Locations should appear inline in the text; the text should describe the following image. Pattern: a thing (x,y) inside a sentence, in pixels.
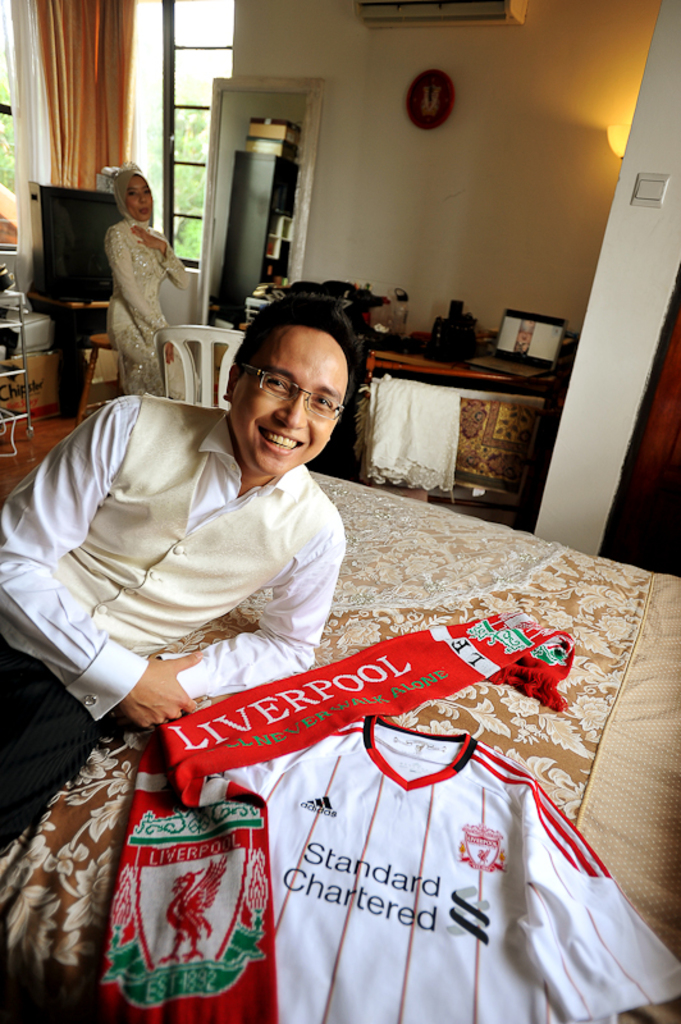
In the middle of the image (333,351) a man (349,362) is sitting on a bed (521,737) and smiling. Bottom right side of the image (543,795) there is a t-shirt (391,1004). Top right side of the image (466,59) there is a wall (561,146), On the wall (387,69) there is a lamp (625,138) and there is a clock (439,100). Top left side of the image (169,117) there is a window (146,18). Through the window (211,34) we can see some trees (9,129). Left side of the image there is a woman (155,369) standing. In the middle of the image (447,371) there table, On the table (483,376) there is a laptop (512,345).
